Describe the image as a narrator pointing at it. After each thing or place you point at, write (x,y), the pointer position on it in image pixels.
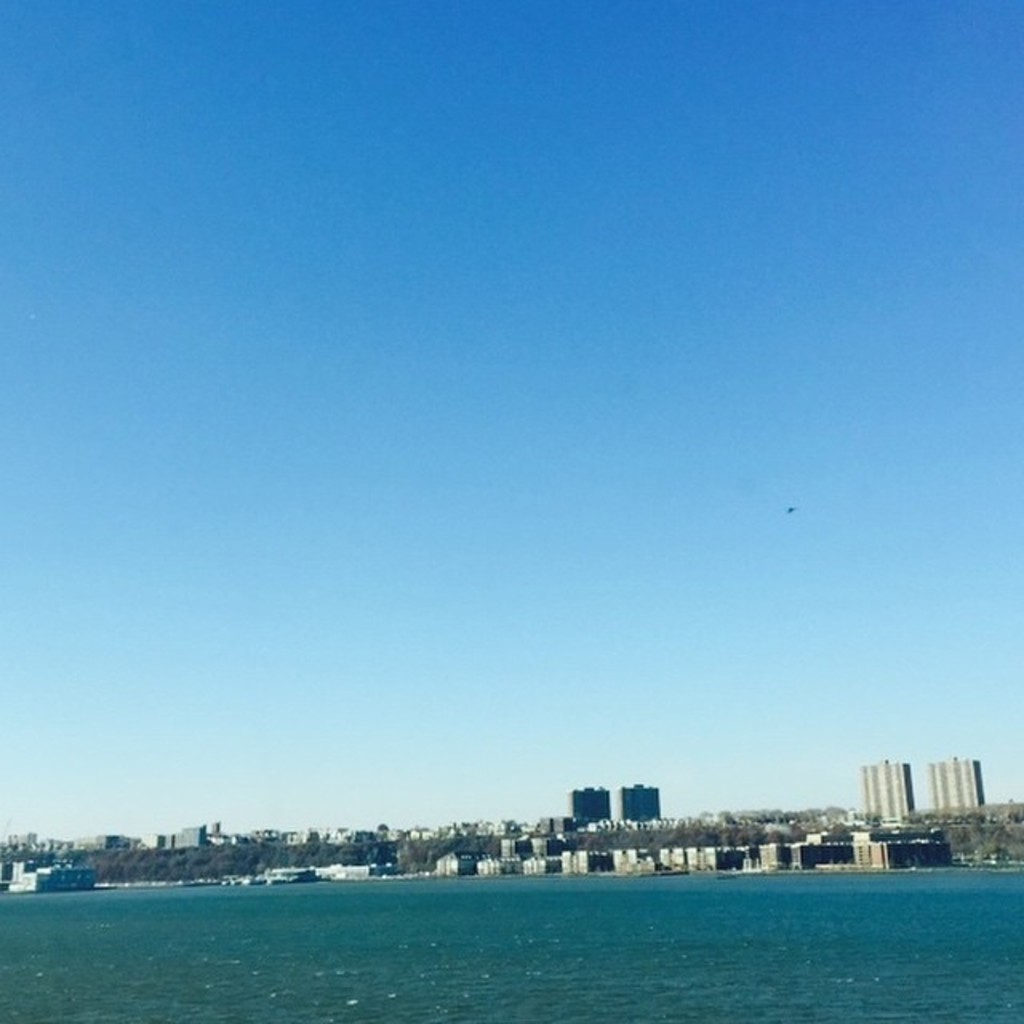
In this picture we can see water (789,966) at the bottom (775,965), in the background (894,838) there are some buildings (873,844) and trees (703,812), we can see the sky (757,316) at the top of the picture (746,302).
